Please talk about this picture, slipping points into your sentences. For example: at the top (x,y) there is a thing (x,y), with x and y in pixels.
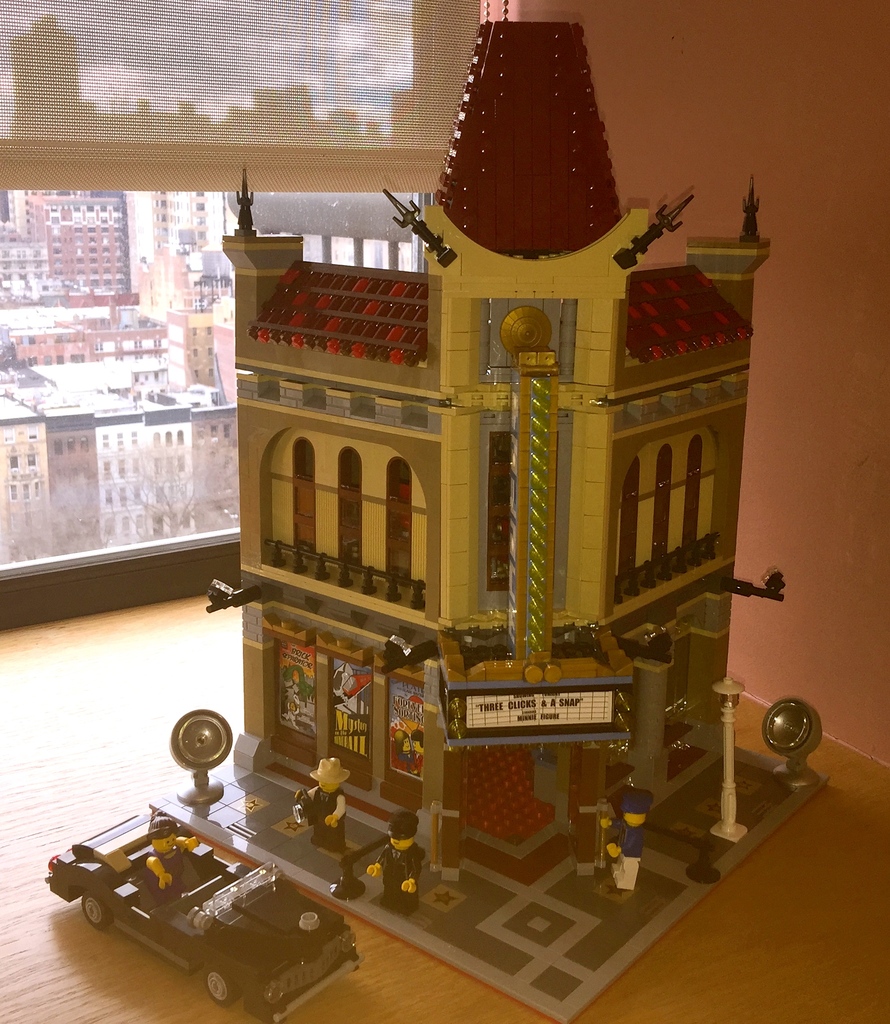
There is a toy building (549,674) and there are few toy persons (403,843) standing in front of it and there is a toy car (289,940) beside it and there are buildings (92,296) in the background (101,305).
